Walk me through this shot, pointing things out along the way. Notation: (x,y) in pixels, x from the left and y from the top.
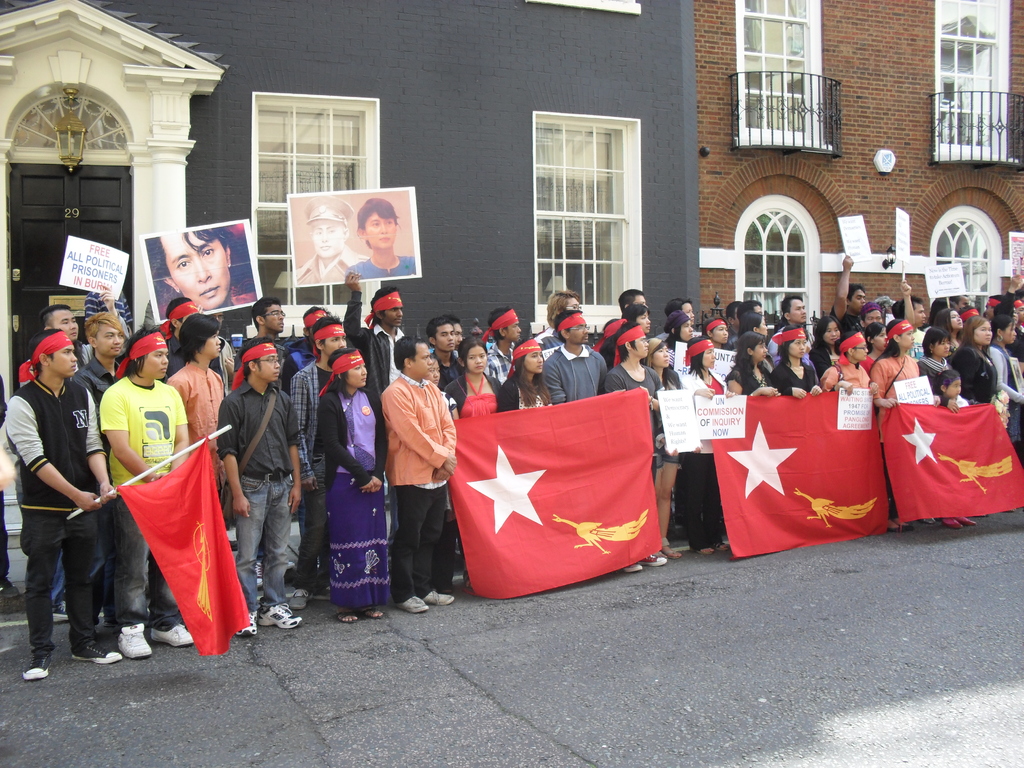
In the center of the image (638,358) there are people (91,589) holding flags (609,405). At the bottom of the image (551,679) there is a road (706,683). In the background of the image (710,242) there are buildings (585,91). There are windows (781,221).
